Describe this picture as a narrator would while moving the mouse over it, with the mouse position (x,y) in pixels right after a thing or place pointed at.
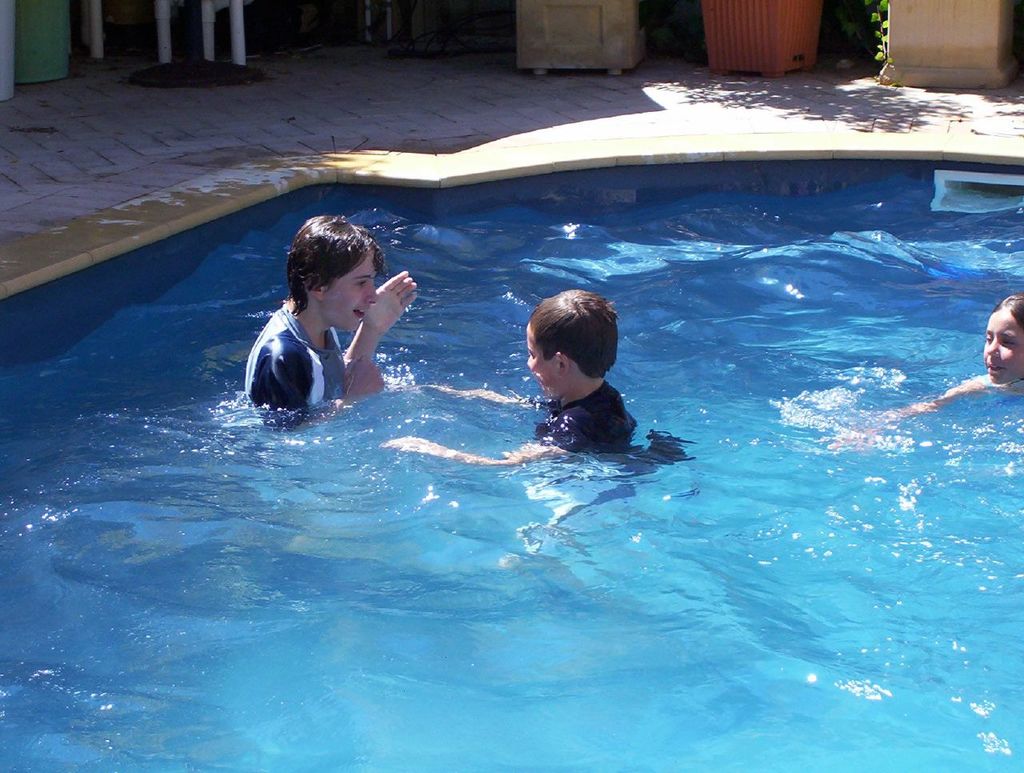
In this image in the foreground (333,466) in the swimming pool (311,454) there are few kids (601,299). In the background (605,61) there are pots (770,43).
